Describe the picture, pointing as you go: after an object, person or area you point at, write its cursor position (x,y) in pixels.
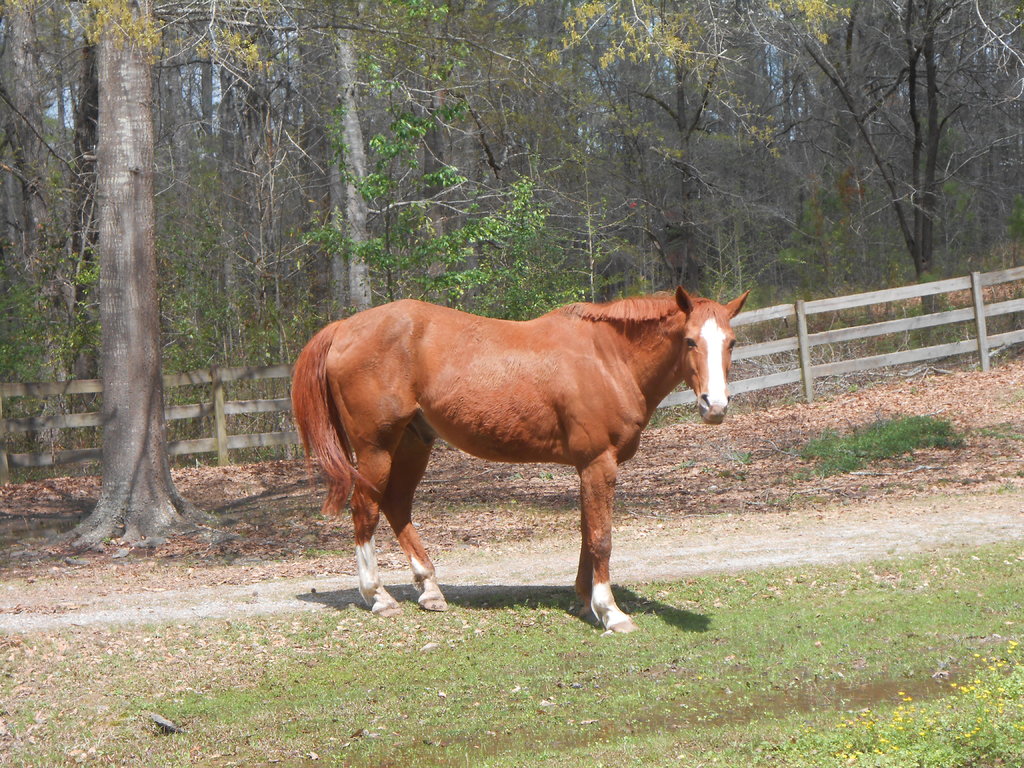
In this picture we can observe a horse (391,507) on the ground (627,735) which is in brown color. There is some grass (532,673) on the ground (500,678). We can observe a wooden railing (221,407). In the background (373,192) there are some trees (306,132).
